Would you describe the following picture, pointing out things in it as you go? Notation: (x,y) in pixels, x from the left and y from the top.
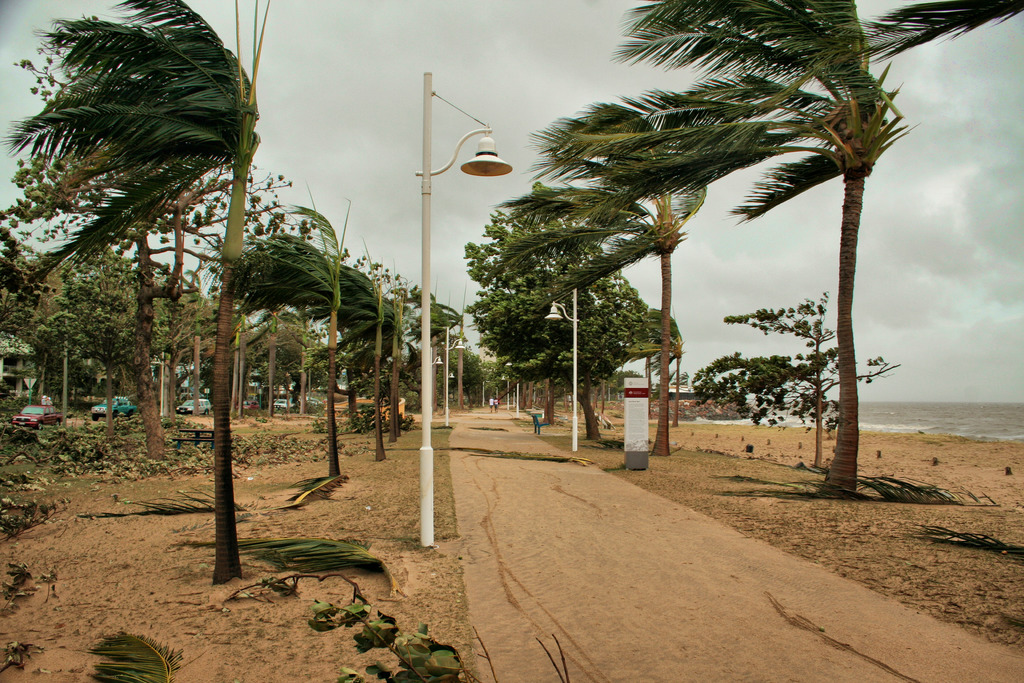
In this image there is a road (621,641) and on both sides of the road (613,638) there are many trees (590,269) and some light poles (573,299). Some vehicles (102,416) are visible on the left (182,409). At the top (309,152) there is a cloudy sky (342,61). On the right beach (901,436) is visible.
